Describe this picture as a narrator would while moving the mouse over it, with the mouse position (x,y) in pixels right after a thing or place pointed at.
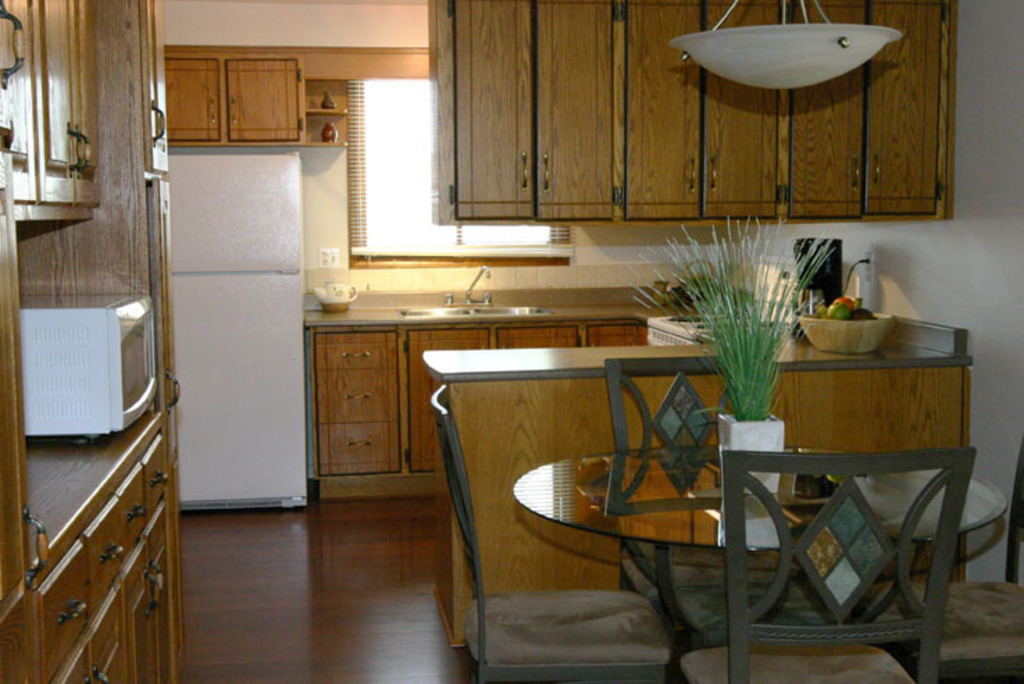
In this image we can see an inside view of a kitchen (282,359). In which we can see a dining table (666,555) with some chairs (902,637), a plant (755,417) in a pot (770,488), a basket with fruits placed on a table (512,439), a refrigerator (282,283), an oven (79,412) placed on a cupboard (78,439), some jars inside a shelf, a sink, a lamp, a wall (310,242) and a window (368,204).
